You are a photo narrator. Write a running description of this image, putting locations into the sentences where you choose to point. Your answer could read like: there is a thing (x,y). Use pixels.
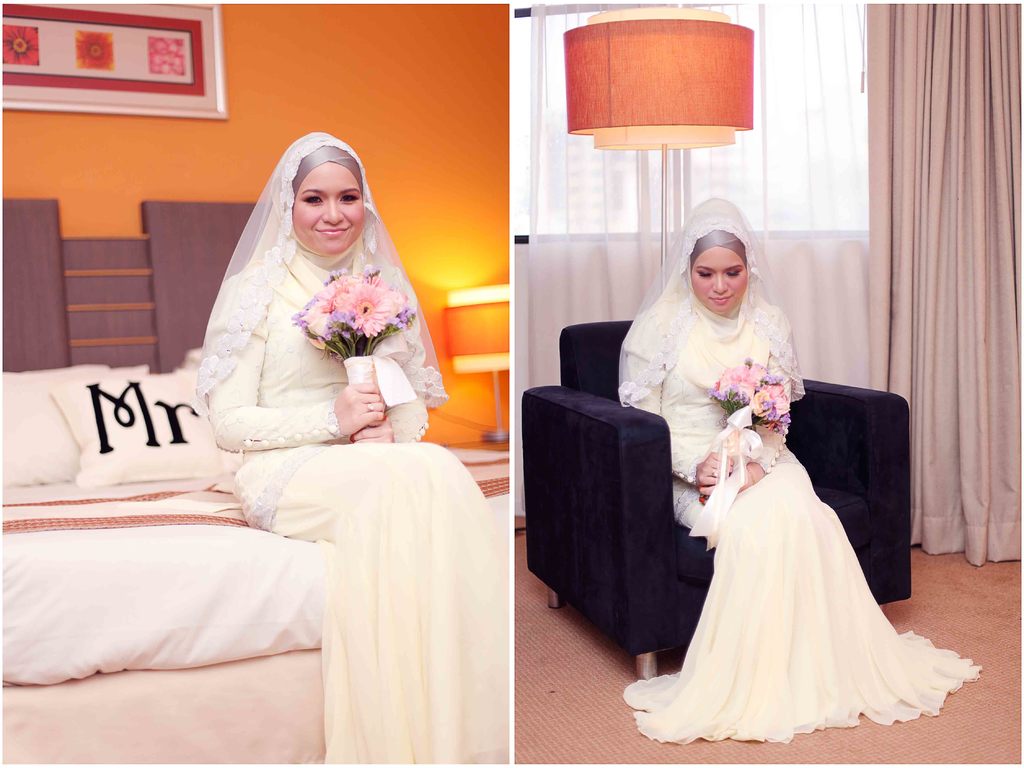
This is the collage of two pictures in which there is a lady (682,359) in a white dress (399,499) holding a flower bouquet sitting on the bed (59,580) and the sofa (554,427) and also we can see a lamp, curtains (917,31) in the picture.
